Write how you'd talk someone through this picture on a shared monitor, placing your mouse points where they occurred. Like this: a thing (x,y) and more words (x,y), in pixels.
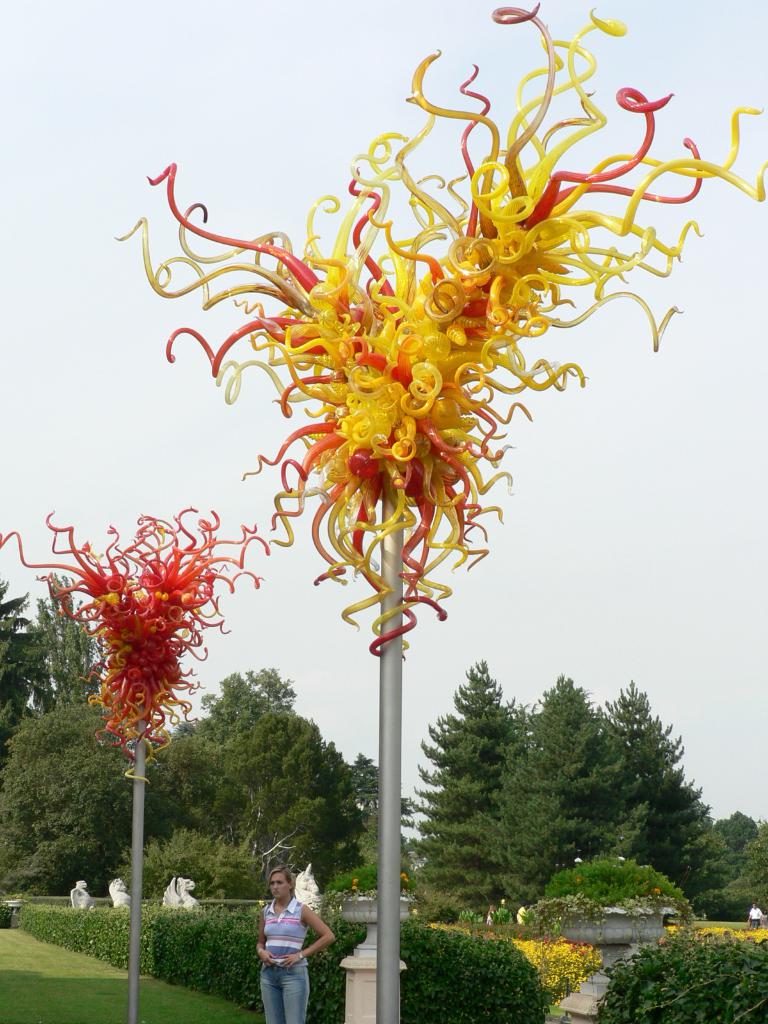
In this picture I can see a woman (307,972) standing in between the decorative poles (163,693), behind we can see some trees (492,746), plants (324,956), sculptures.
